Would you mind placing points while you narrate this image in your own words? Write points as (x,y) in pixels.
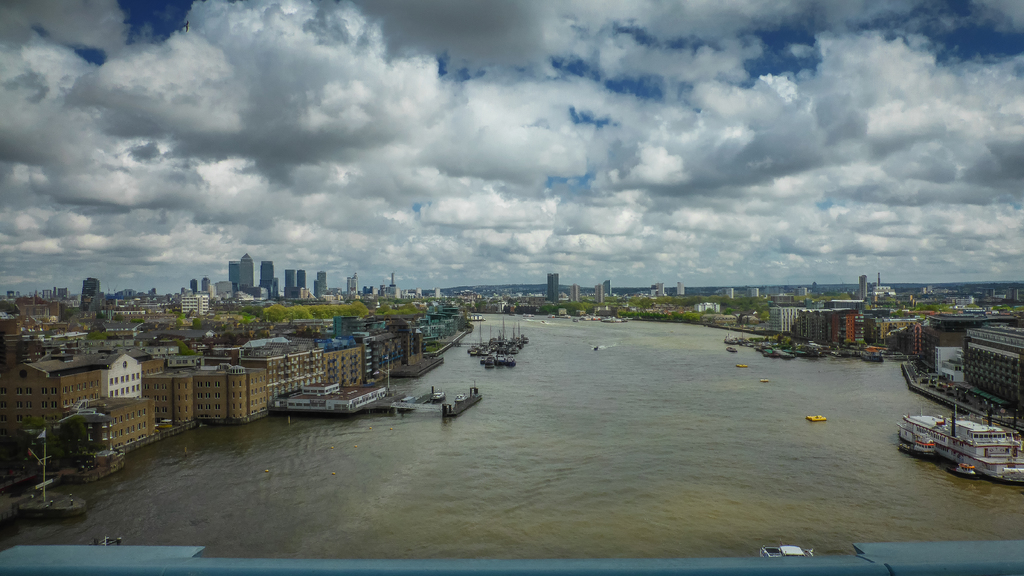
In this image I can see few boats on the water (340,493). Background (90,373) I can see few buildings (121,302) in brown, cream and white color, trees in green color and the sky (329,174) is in blue and white color.
